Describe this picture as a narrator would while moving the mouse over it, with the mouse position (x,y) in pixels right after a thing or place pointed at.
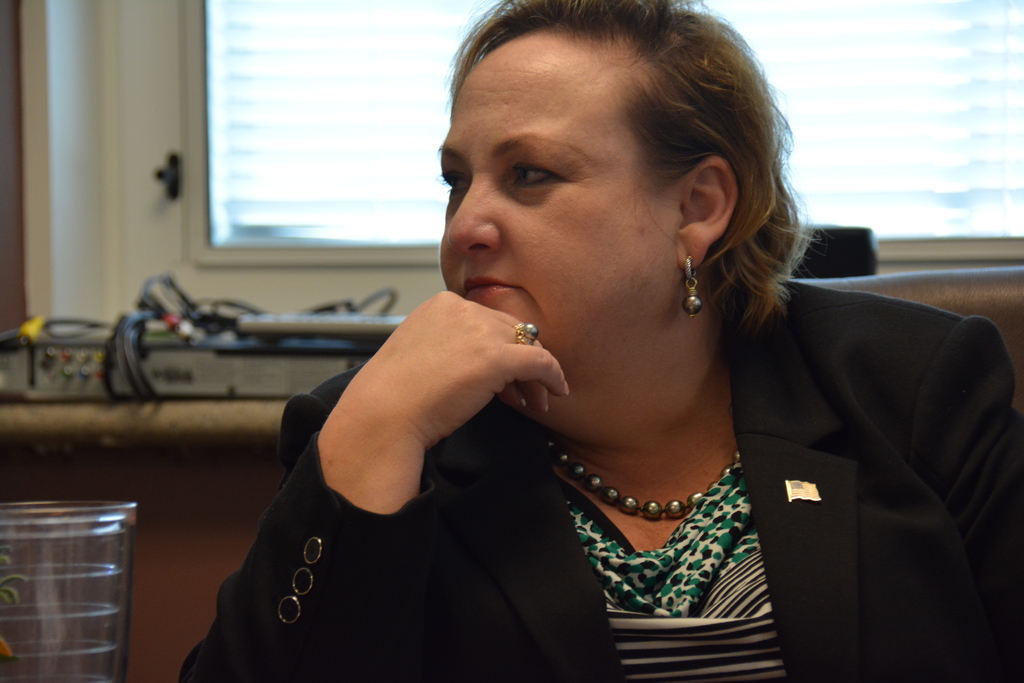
In this image I can see a woman (614,347) wearing black, white and green dress (684,568) and black blazer (438,535). In the background (93,71) I can see the window (388,137), the white colored wall (106,82), few wires (170,286) and few other objects (286,341). To the left bottom of the image (12,515) I can see a glass (73,507).
